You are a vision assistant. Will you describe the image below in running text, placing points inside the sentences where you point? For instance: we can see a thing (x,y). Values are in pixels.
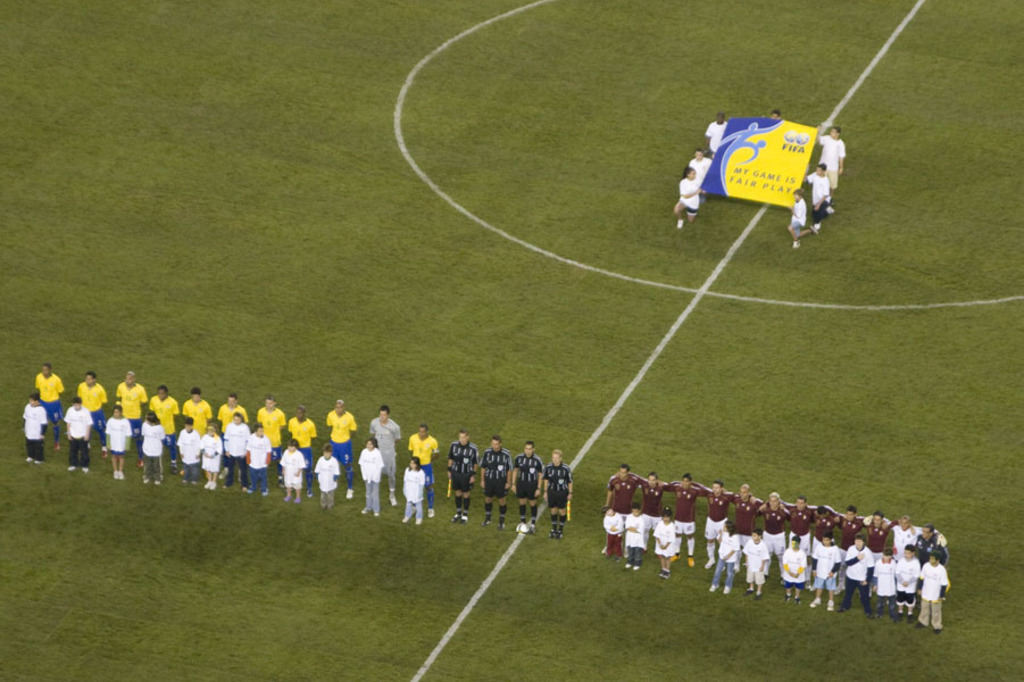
In this picture I can see group of people (797,529) standing on the grass (605,343), and in the background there are group of people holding a board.
